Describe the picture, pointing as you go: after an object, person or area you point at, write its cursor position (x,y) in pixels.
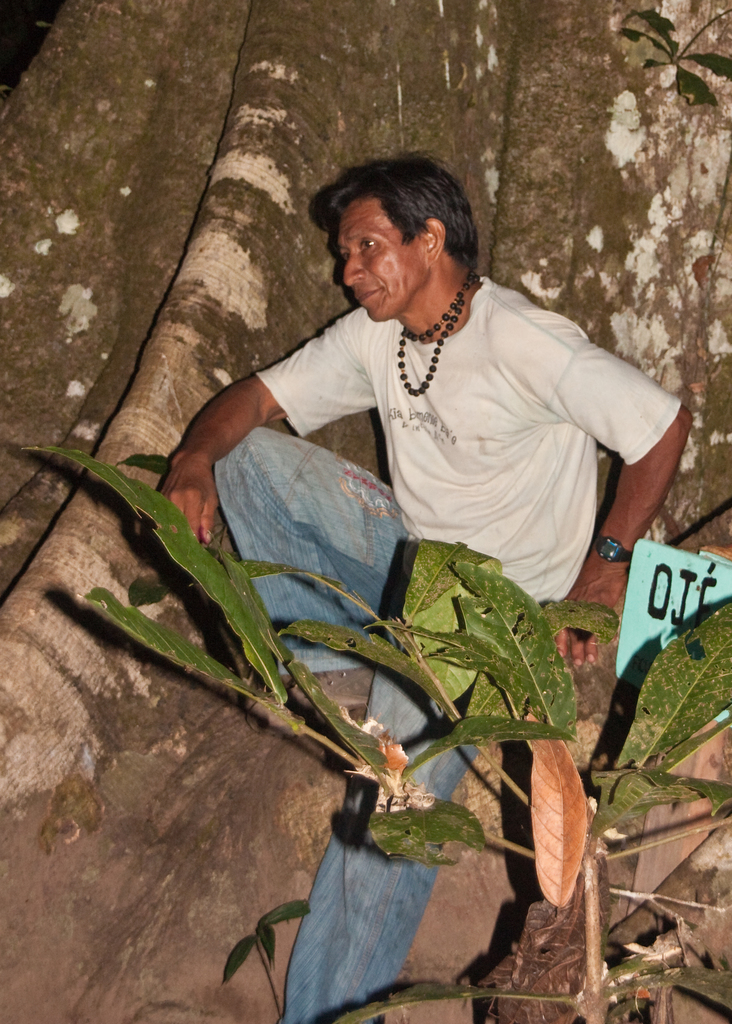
In the middle of the image (459,368), there is a person (509,402) in white color t-shirt (540,361), on a tree (155,569). Beside him, there is a tree (620,966) which is having green color leaves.
